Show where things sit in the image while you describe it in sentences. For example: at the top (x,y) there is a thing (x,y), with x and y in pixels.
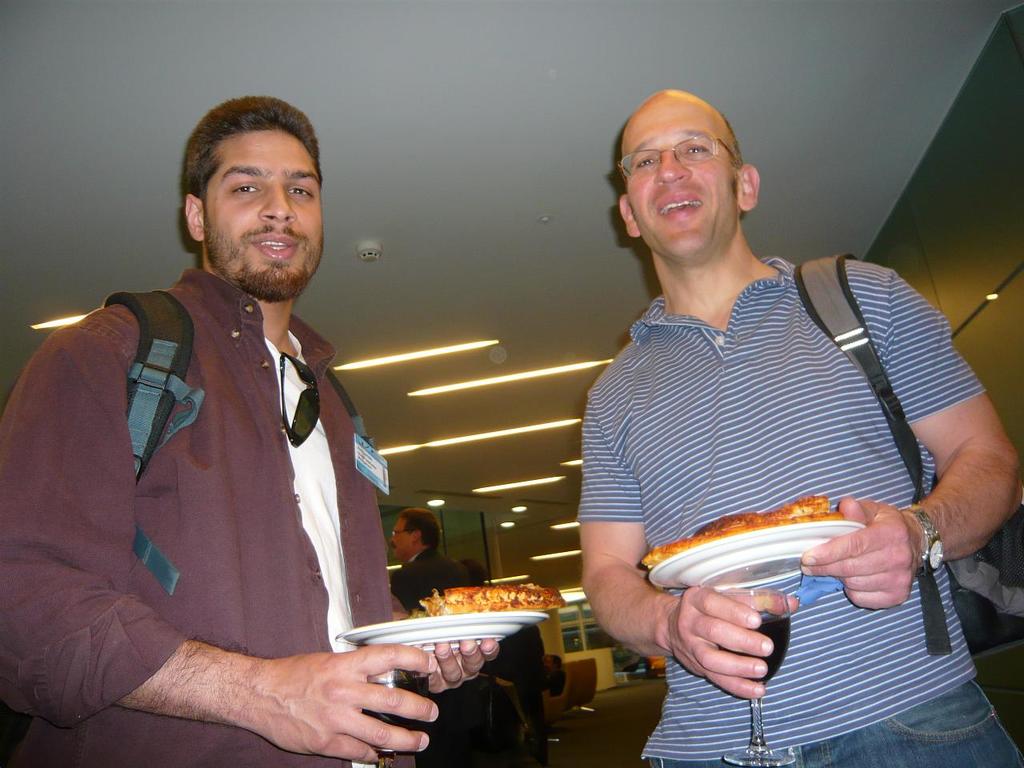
In this image there are three men (400,648) towards the bottom of the image (201,534), there are two men (373,545) holding a plate (495,625) and a glass (375,713), they are wearing a bag (172,342), there is floor (599,720) towards the bottom of the image (612,733), there are objects (626,663) on the floor (637,700), there is the wall (1001,309) towards the right of the image (968,185), there is a roof (488,102) towards the top of the image (439,103), there are lights (445,392).
